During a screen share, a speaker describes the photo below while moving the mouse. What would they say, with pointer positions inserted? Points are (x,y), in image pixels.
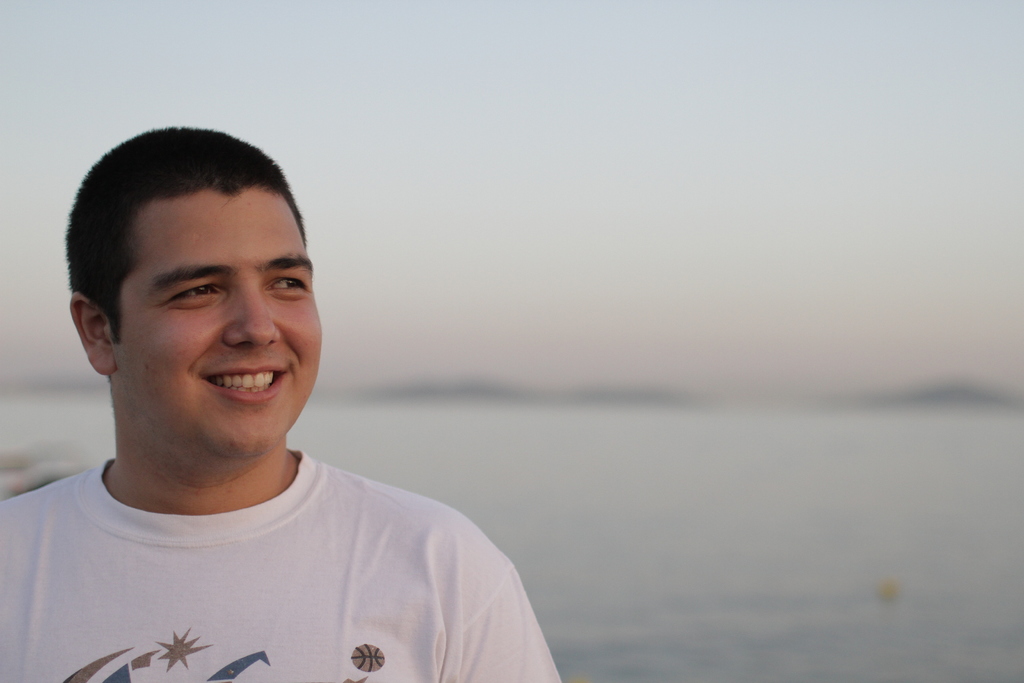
In this picture in the front (219,452) there is a person (194,522) smiling. In the background (591,450) there is an ocean (775,437).
